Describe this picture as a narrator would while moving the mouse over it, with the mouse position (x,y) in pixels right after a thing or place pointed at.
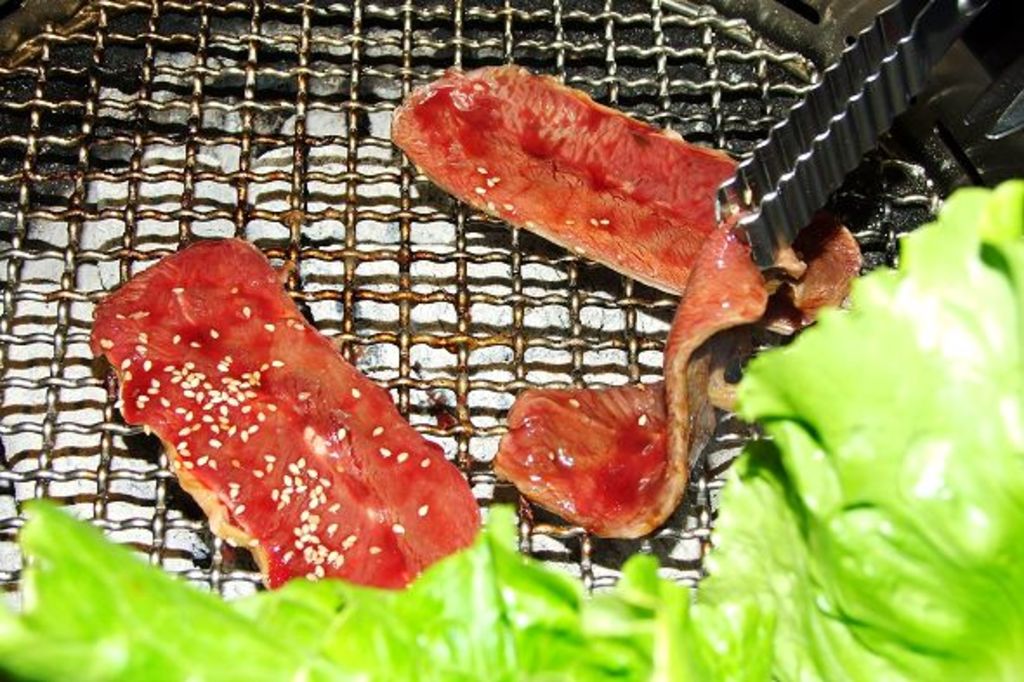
This image consists of food (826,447) which is on the grill (504,391) and there are objects (869,103) which are silver in colour.
